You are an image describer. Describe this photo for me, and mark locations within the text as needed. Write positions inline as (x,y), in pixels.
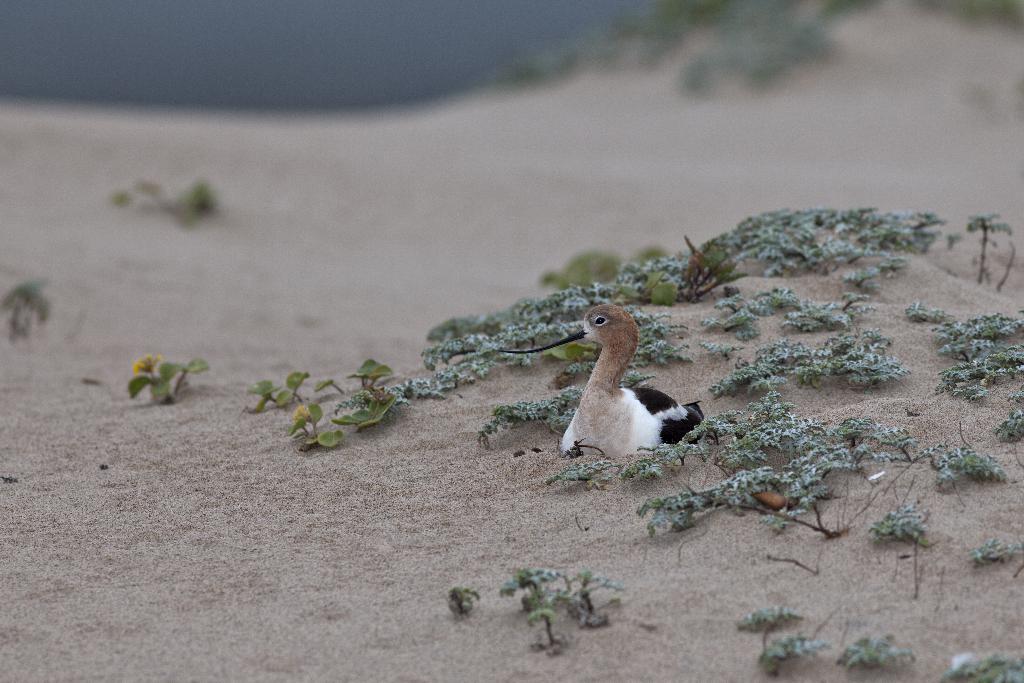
In this picture there is a bird (571,446) who is sitting on the sand (585,495), beside that we can see the grass (751,437). At the top (429,39) there is water (385,8).
